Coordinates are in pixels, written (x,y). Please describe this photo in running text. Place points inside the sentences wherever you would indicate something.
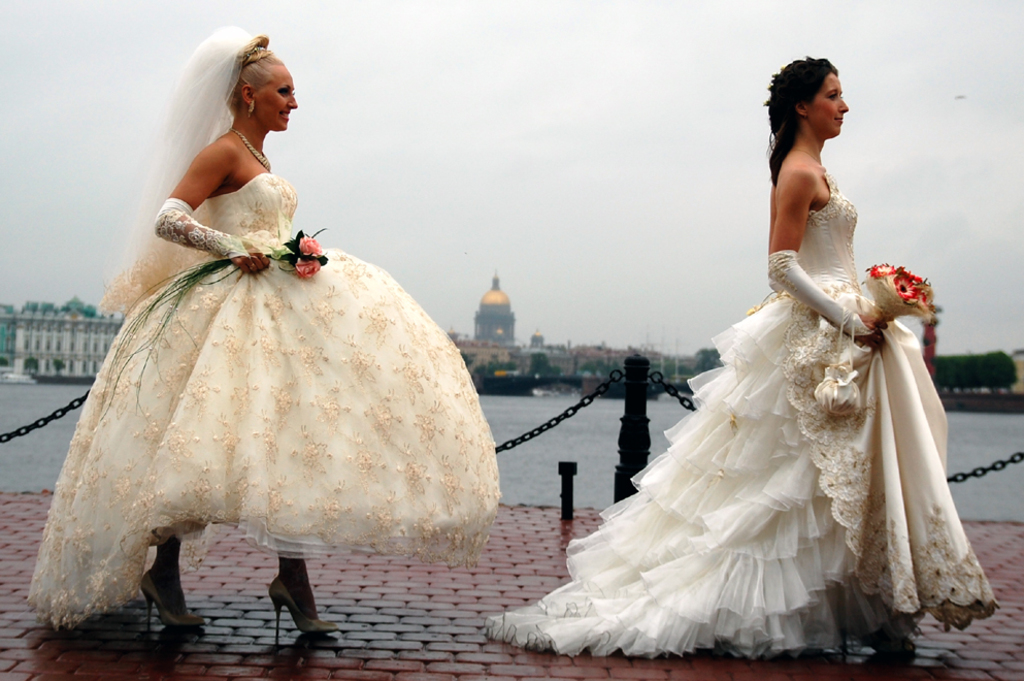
In this picture there are two girls (755,567) on the right (753,424) and left side of the image (196,106), by holding flowers (897,270) in their hands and there are buildings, trees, and water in the background area of the image (675,356).
